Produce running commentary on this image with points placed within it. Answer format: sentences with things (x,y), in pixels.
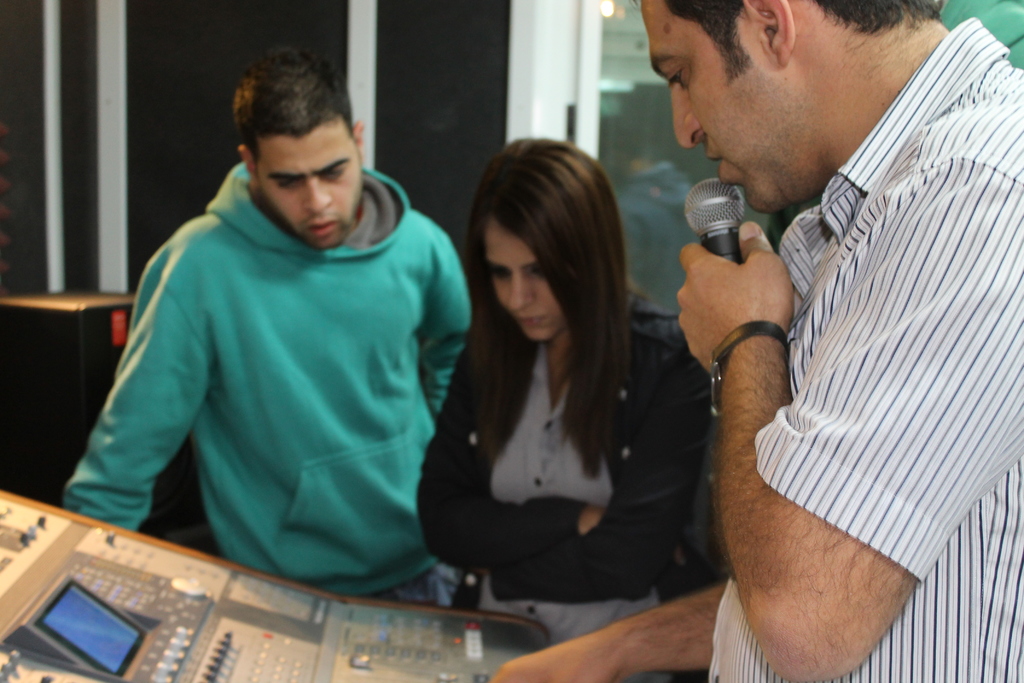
On the right side of the image (839,332) we can see a man (805,240) standing and holding a mic (729,228), next to him there are two people (613,423). At the bottom (308,640) there is a table (357,641). In the background (370,42) there is a wall (341,51).
